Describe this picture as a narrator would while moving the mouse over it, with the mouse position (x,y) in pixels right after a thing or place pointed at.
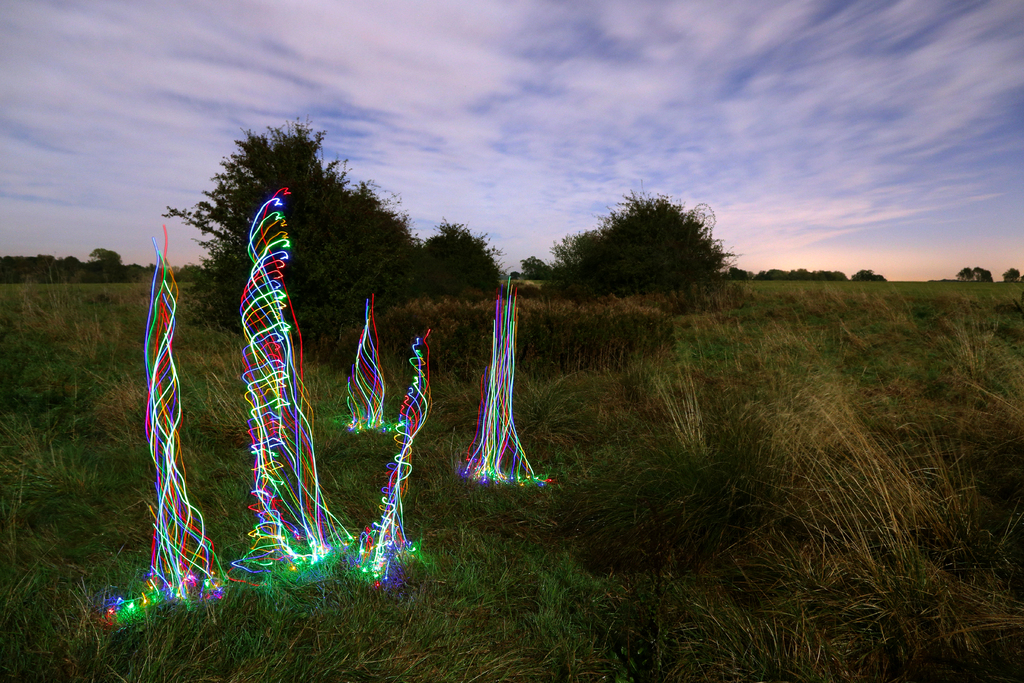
In this image I can see the ground (791,416), some grass (754,450) on the ground (656,468) and few colorful lights (285,392). I can see few trees (292,250) and in the background (774,240) I can see the sky (632,151).
